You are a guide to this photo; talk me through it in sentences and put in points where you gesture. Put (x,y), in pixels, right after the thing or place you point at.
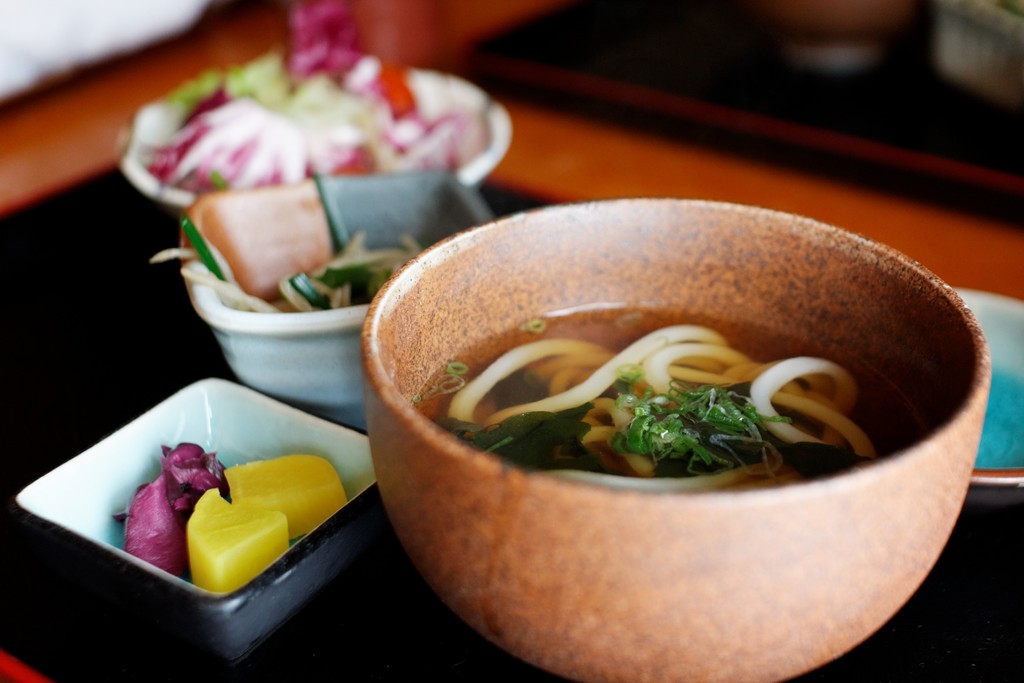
Here in this picture we can see a table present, on which we can see number of bowls (168,117) with food (324,141) in it present over there.
